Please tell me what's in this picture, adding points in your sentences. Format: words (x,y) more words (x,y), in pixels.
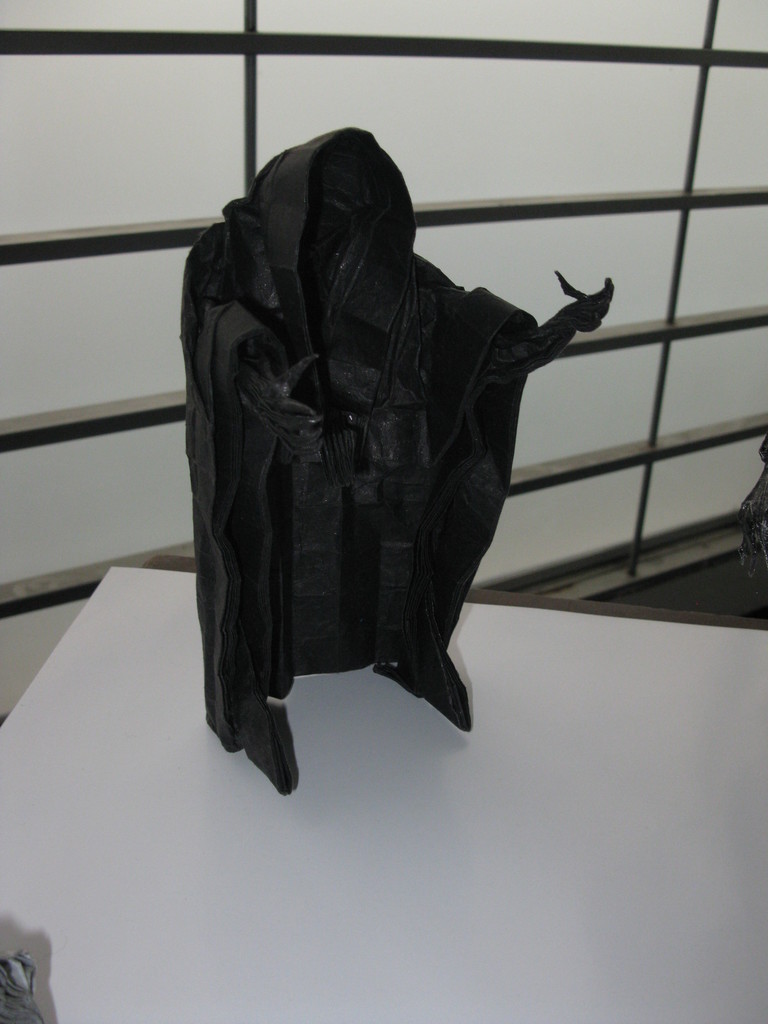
In the middle of this image (487,488), there is a black color object (413,531) arranged on a white colored surface (145,679). In the background (683,399), there is a window (17,62).
